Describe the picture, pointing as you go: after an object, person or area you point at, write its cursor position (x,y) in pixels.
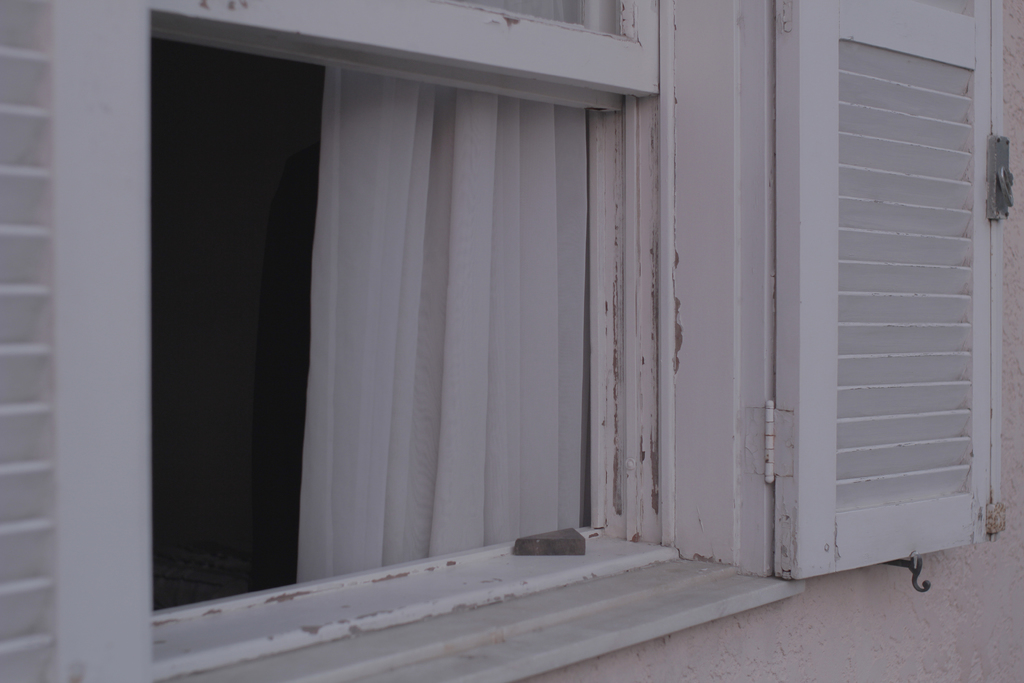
In this image, there is a window (739,567) with a door (937,330). I can see a curtain (386,258) hanging through the window (382,72). At the bottom of the image (901,632), I can see the wall (920,607).
